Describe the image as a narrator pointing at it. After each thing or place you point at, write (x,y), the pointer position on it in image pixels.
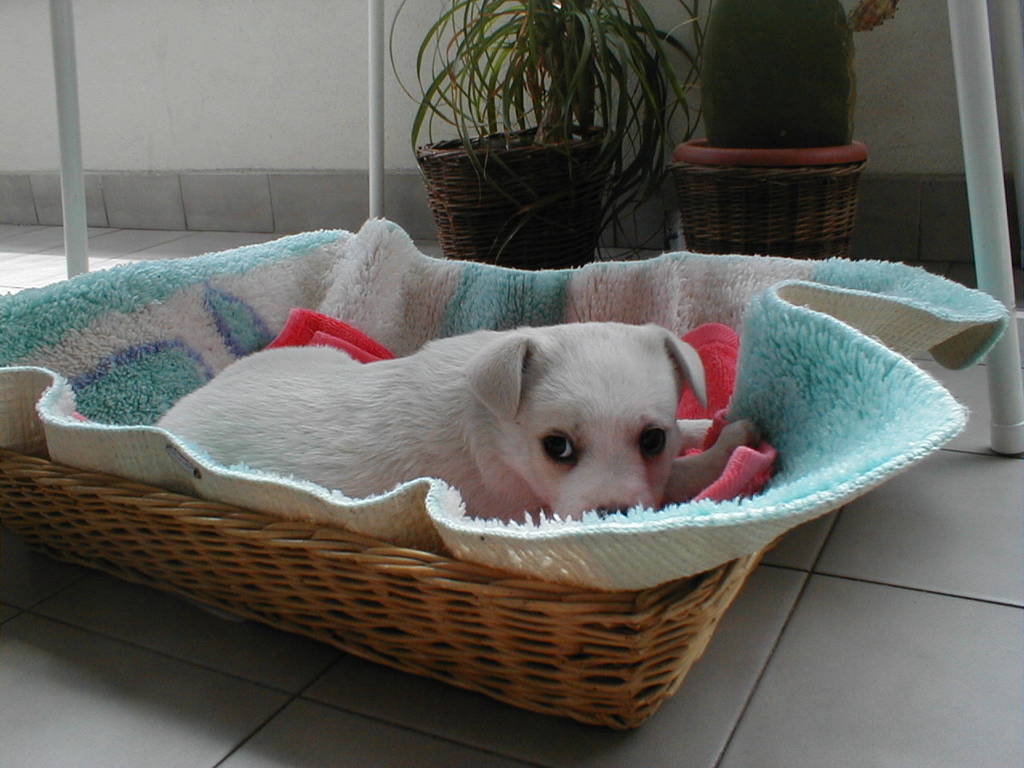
There is a white color dog (430,407), lying on a towel (732,336). Which is on another towel (830,495) in the wooden basket (547,595). Which is on the white color floor (763,649). In the background (731,238), there is a pot plant (567,28), near poles (64,107) and white wall (295,80).
